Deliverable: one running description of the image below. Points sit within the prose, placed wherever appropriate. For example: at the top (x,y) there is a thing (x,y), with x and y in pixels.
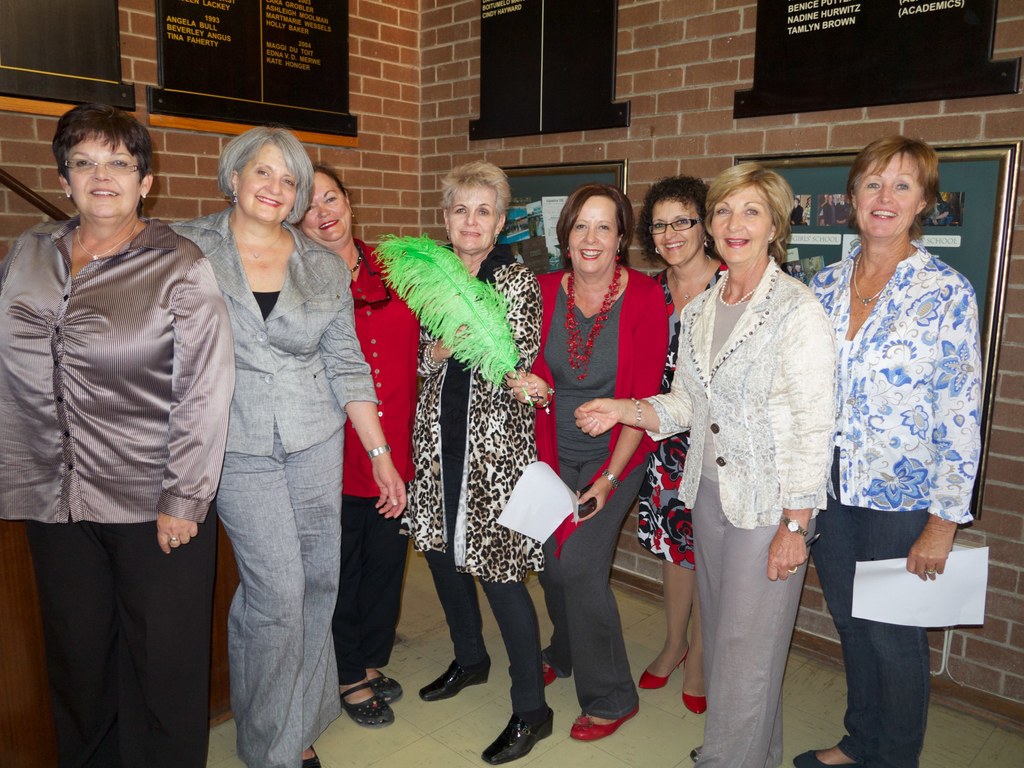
There are group of women (288,401) standing and smiling. Among them few women (483,272) are holding papers (543,495) and an object (514,337) in their hands (924,563). I think these are the boards (312,72) and frames (799,174), which are attached to the wall (433,88). This wall (407,140) is in brick texture (672,114).
